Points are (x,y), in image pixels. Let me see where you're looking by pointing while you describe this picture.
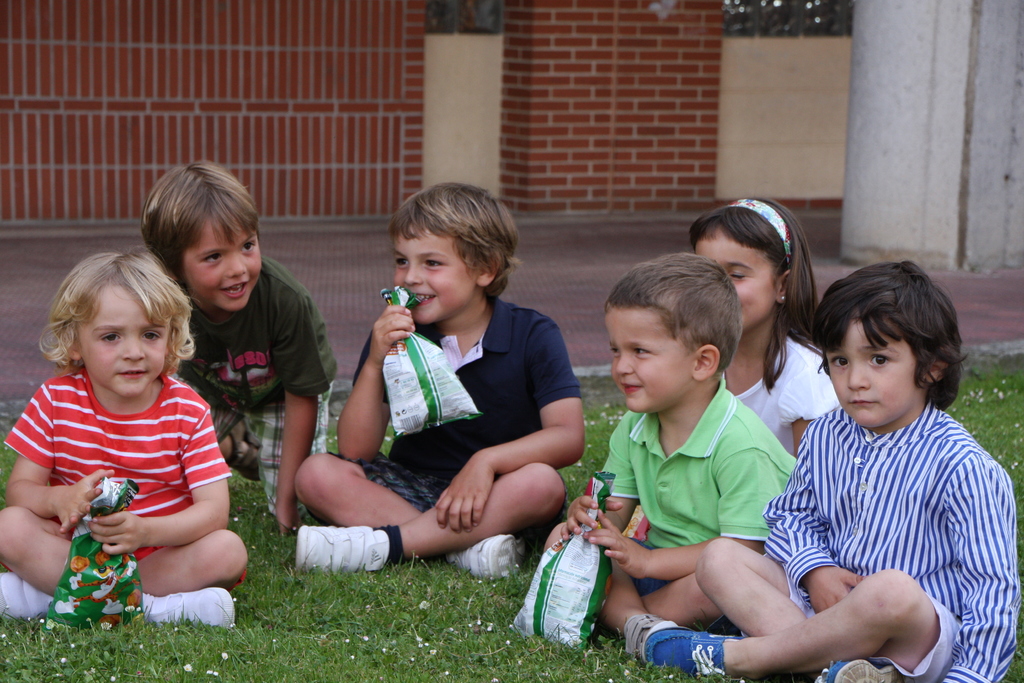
In this image there are kids (352,475) on the grassland (365,610). Few kids (349,562) are holding the packets (562,552). Right side (911,209) there is a pillar (847,203) on the floor (991,303). Background (655,95) there is a wall (695,143) having a window (772,27).
